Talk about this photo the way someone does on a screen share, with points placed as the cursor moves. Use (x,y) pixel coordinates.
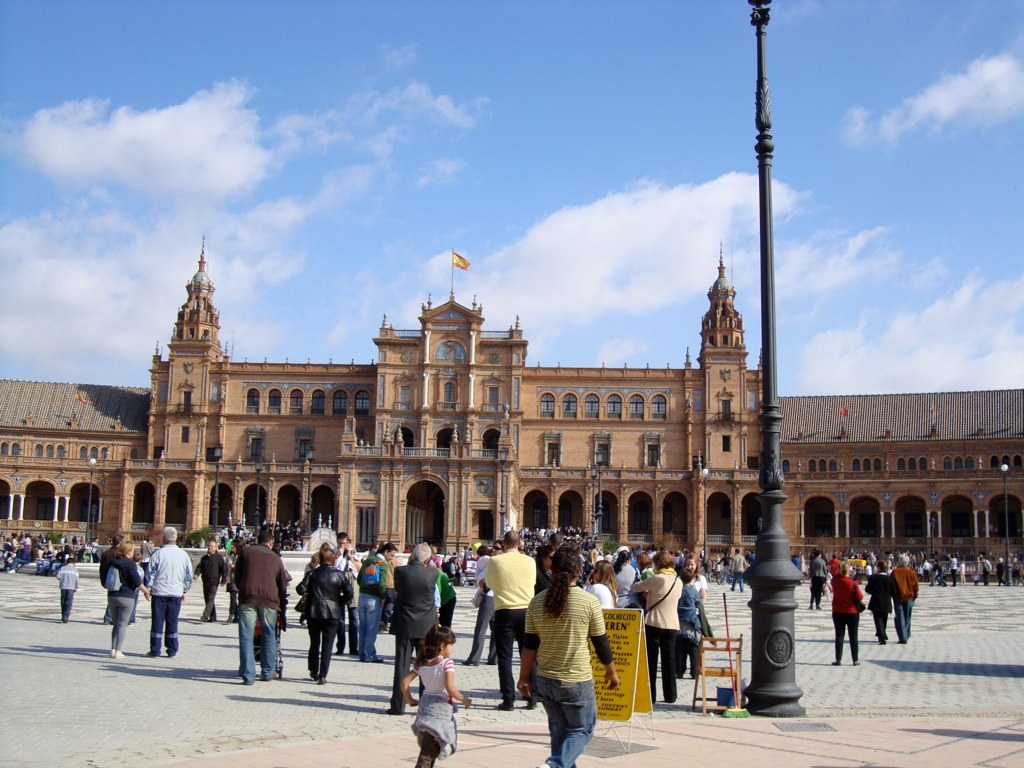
In this picture we can see some people (440,615) are walking, some people (241,596) are standing and some people (92,542) are sitting. In front of the people (541,661) there is a board (646,664), a chair (701,663) and poles (769,437). Behind the people (114,556) there is a building (484,512) and on the building (439,379) there is a pole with a flag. Behind the building (399,517) there is the sky (338,80).
